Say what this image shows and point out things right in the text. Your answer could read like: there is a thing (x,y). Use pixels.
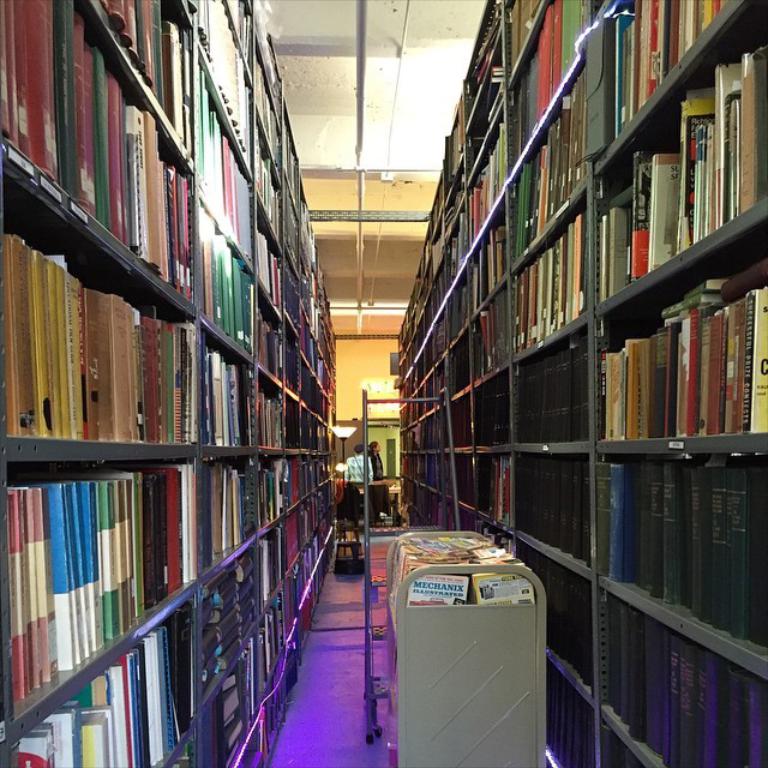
This picture is clicked inside. In the center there is a white color object (456,568) seems to be a trolley (421,658) containing books (407,554). On the right (606,252) and on the left (141,278) shelves (765,241) containing many number of books (574,345). In the background (339,135) roof (373,205), metal rods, wall (366,360) and some persons (350,468) seems to be standing on the ground (304,666).
